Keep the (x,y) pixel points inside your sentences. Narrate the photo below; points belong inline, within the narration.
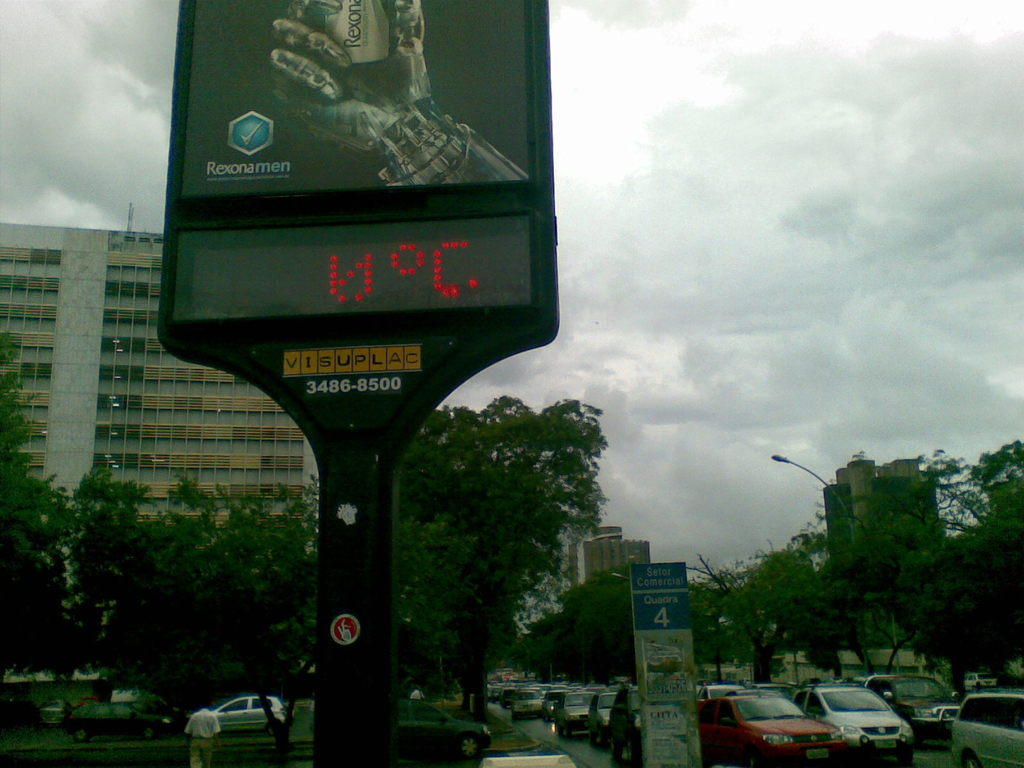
In this picture vehicles (837,725) are on the road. In this image we can see trees (754,630), buildings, hoarding (280,364), posters (663,700), digital board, light pole (819,479), person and cloudy sky (813,278).
